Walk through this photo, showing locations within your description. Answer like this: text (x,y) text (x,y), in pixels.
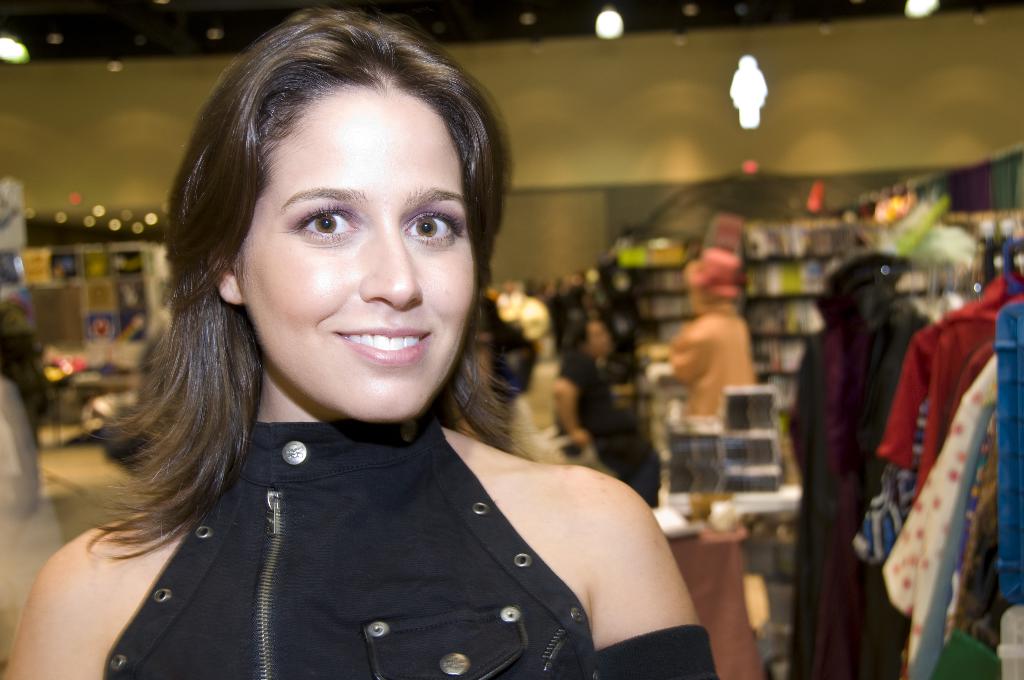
In this picture I can see a woman (317,277) smiling, and in the background (516,344) there are group of people (510,331), lights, clothes (889,334) and some other items (827,236).
